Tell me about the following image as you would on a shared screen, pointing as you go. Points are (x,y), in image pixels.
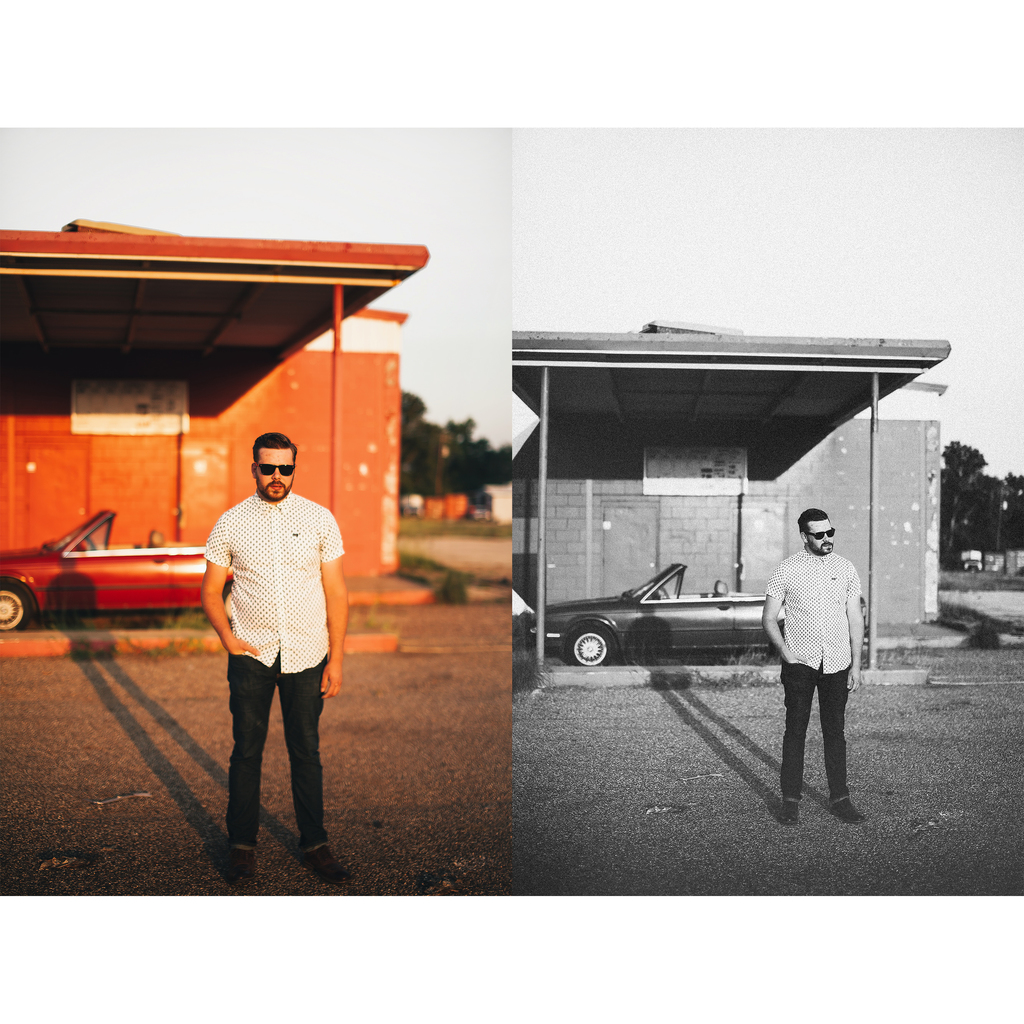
In this image I can see two people (847,585), cars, houses (640,450) boards (680,480) and trees (972,487). The sky (542,295) is in white color.
